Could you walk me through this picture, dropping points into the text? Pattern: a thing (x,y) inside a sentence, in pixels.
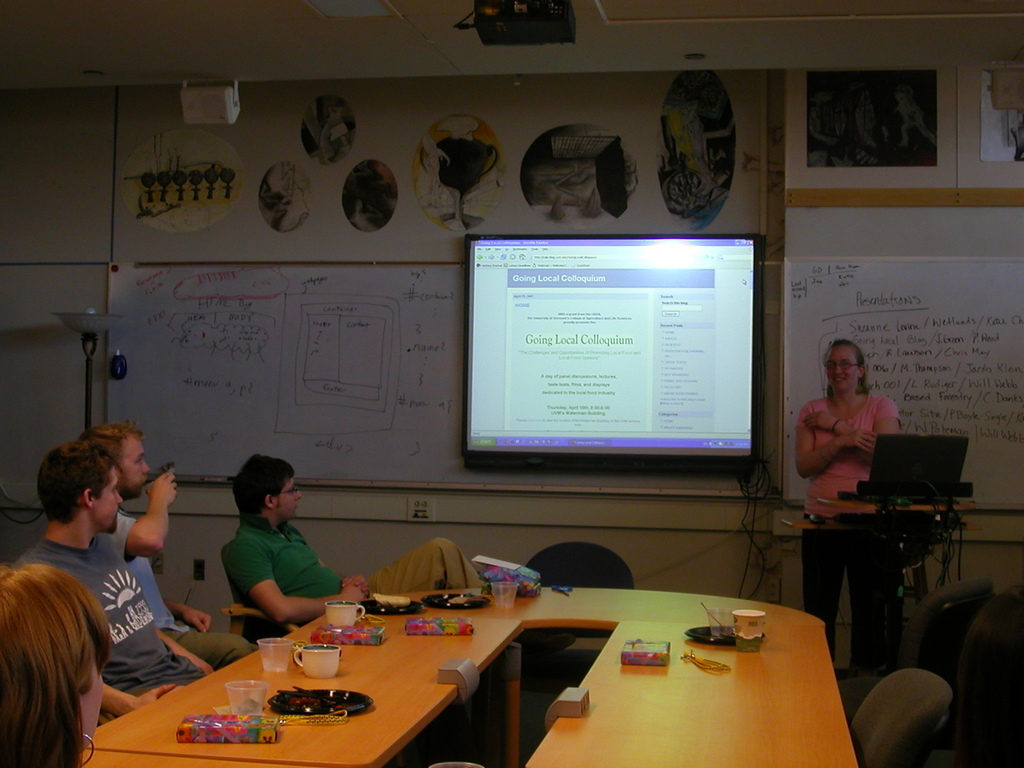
In this picture we can see some persons (246,585) sitting on the chairs (878,699). This is the table (625,740). On the table (675,729) there some plates (454,597), cups (316,662), and glasses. Here we can see a woman (869,463) who is standing on the floor (840,675). And this is the screen (632,390). And there is a wall (88,150).
